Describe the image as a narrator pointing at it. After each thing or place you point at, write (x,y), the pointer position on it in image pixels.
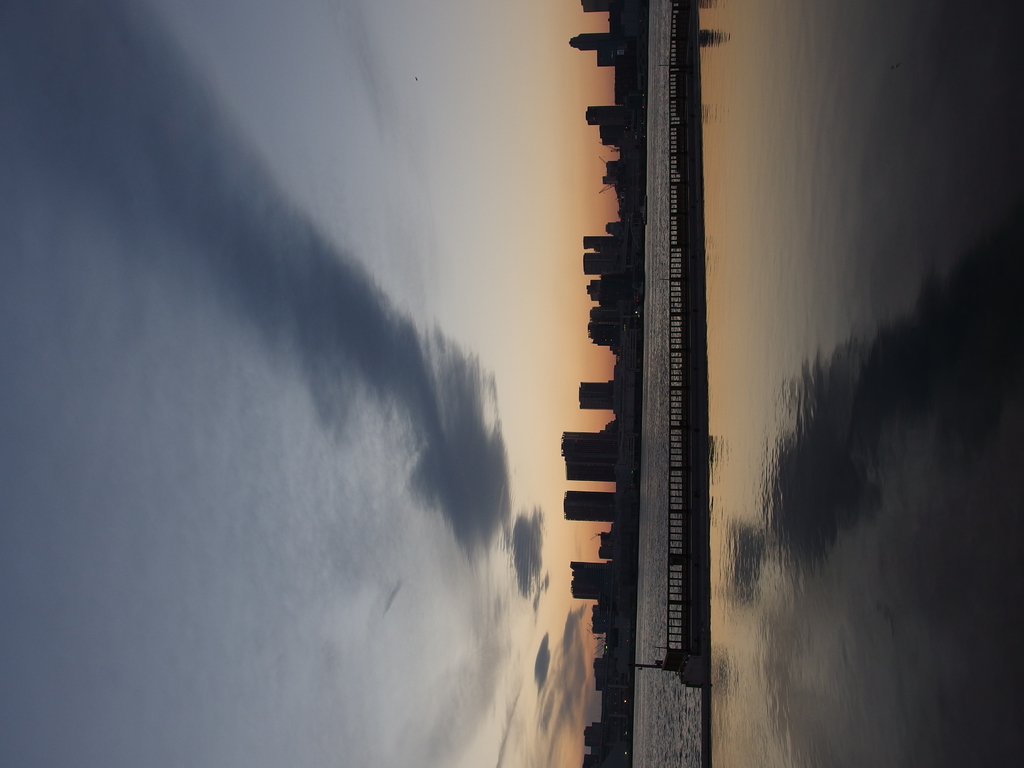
On the right side (886,351) there is water (788,415). Between the water (660,398) there is a wall (694,230) with railings (670,172). In the back (615,252) there are buildings (624,258) and sky (317,388) with clouds (279,411).
